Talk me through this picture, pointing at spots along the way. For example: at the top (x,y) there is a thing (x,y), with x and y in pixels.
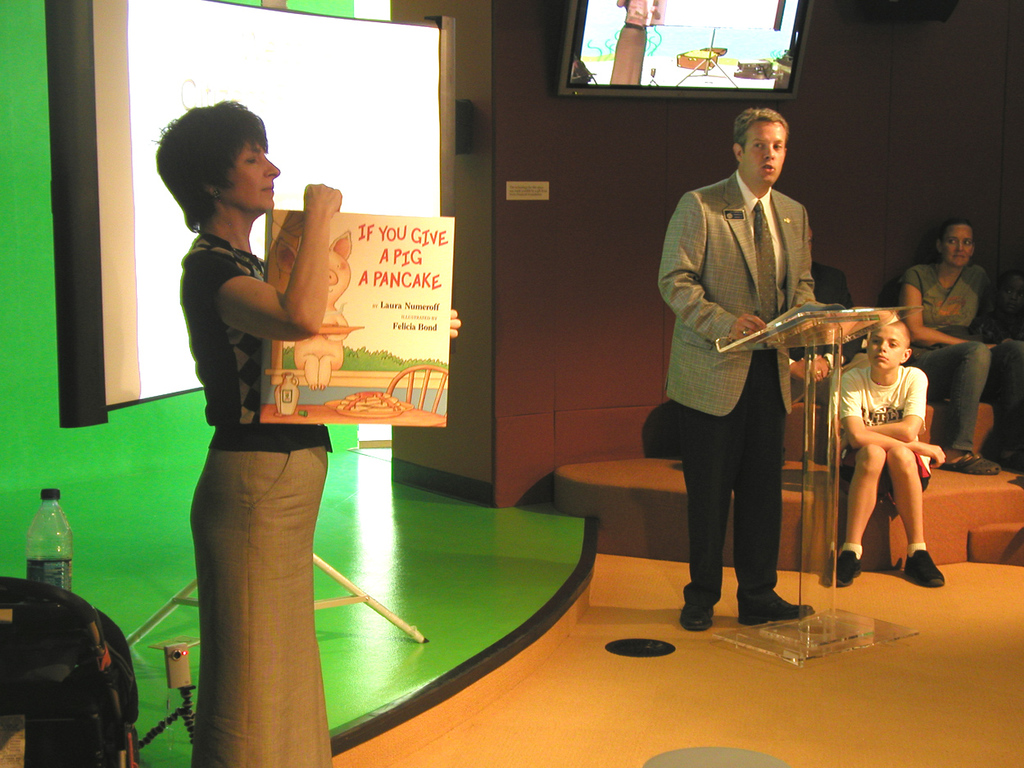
In the image we can see there is a woman (255,339) standing and holding book (364,372) in her hand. There is a man (774,355) standing near the podium (834,368) and there are people (871,380) sitting on the stairs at the back (881,474). Behind there is projector screen (391,102) on the wall (462,33) and there is a tv (702,68) kept on the wall (557,214).
